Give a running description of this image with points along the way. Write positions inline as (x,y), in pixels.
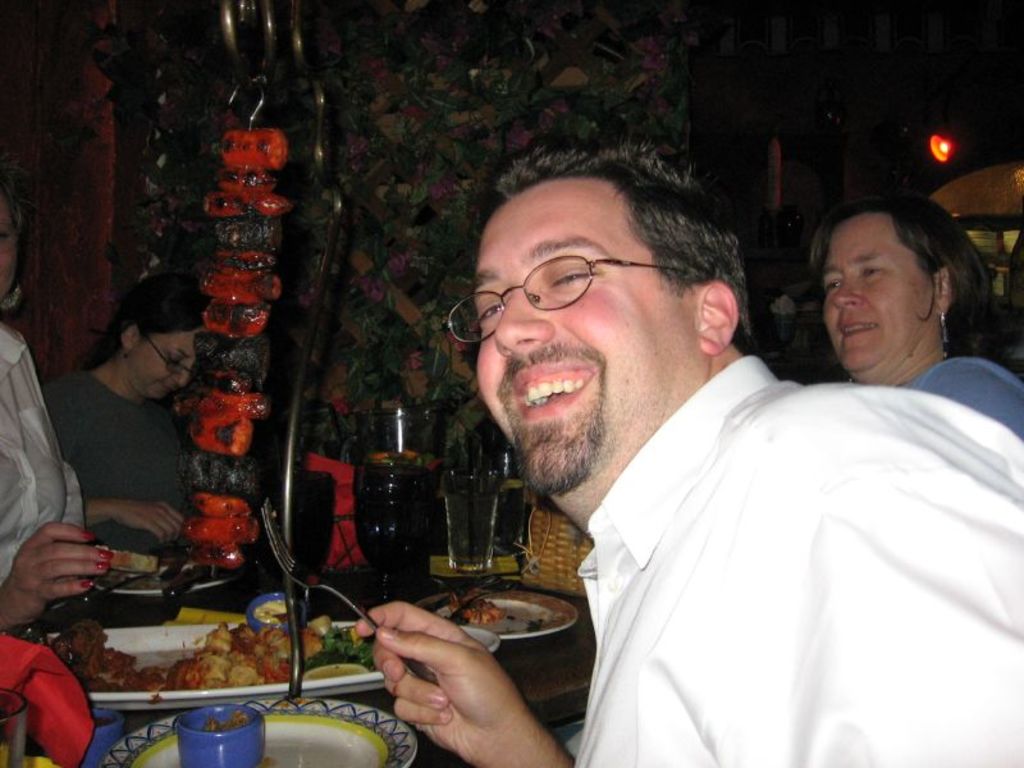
There are people (156,459), we can see plates (179,762), tray (202,632), glasses (388,547), food (232,652), basket (557,544) and objects (307,616) on the table (332,577). We can see, meat (252,214) hanging on handle (229,2). In the background (368,319) we can see leaves (452,132), flowers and light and it is dark.
